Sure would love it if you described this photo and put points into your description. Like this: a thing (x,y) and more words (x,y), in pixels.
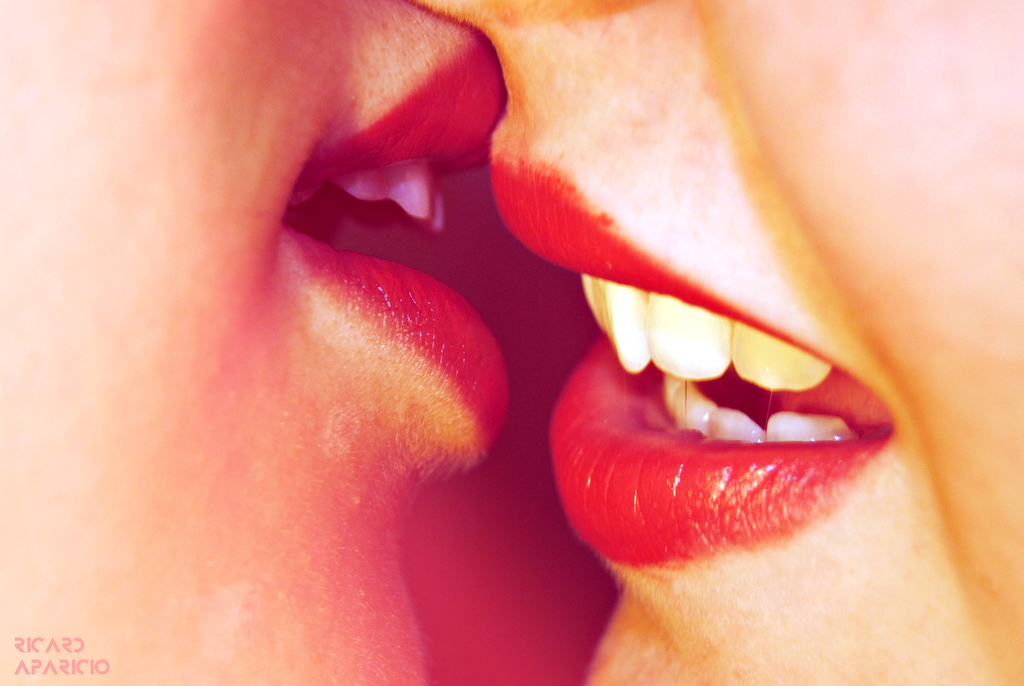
In the picture I can see faces (601,403) of two people (469,355). On the bottom left side of the image (76,642) I can see a watermark (67,666).
